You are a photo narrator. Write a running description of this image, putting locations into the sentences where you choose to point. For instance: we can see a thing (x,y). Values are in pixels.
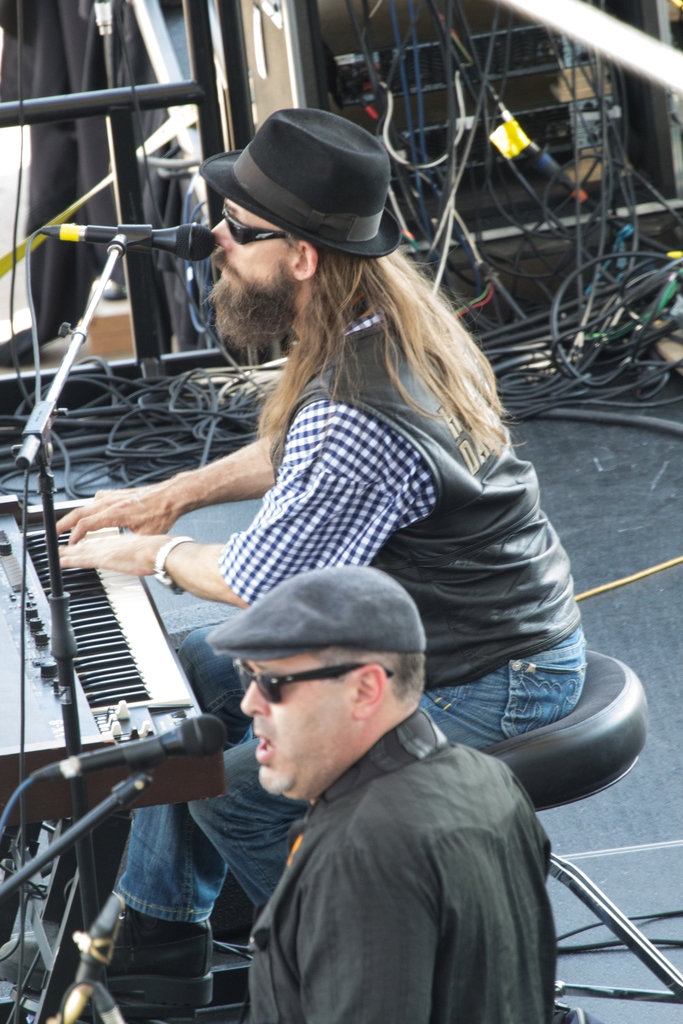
In this picture I can see 2 men (368,714) who are in front of the mics (180,236) and I see a piano (111,603) in front this man (227,312). In the background (176,390) I see an equipment (407,147) and I see number of wires (619,288).
